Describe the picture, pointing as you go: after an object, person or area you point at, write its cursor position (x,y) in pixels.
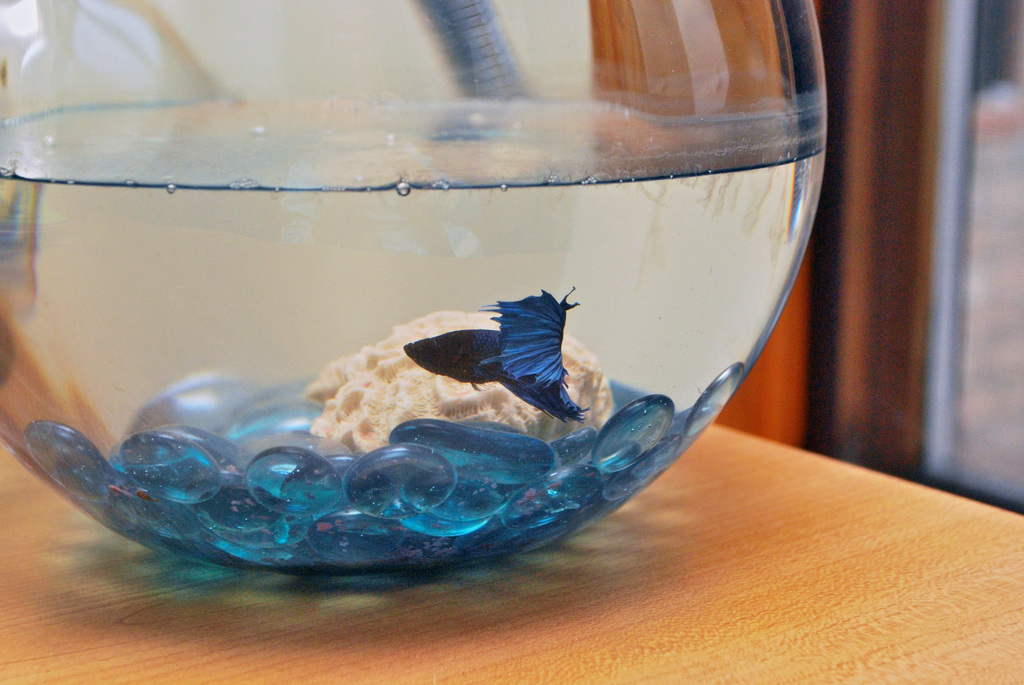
There is a bowl (334,168) with water (434,193). Inside that there is a fighter fish (529,343), blue color stones (302,432) and some other thing (398,399). And it is on a wooden surface (618,552).
